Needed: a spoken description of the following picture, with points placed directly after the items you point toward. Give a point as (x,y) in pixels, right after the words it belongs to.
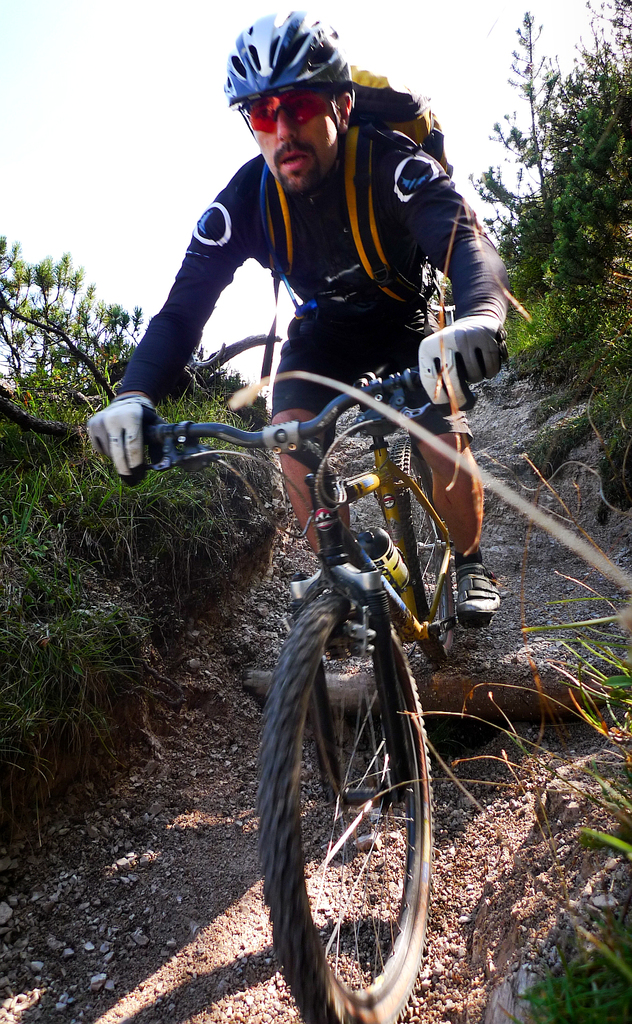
In this picture we can see a man (428,394), he is riding bicycle (320,689), he wore a helmet (309,82), spectacles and a bag (364,109), in the background (544,173) we can see few trees (544,181).
